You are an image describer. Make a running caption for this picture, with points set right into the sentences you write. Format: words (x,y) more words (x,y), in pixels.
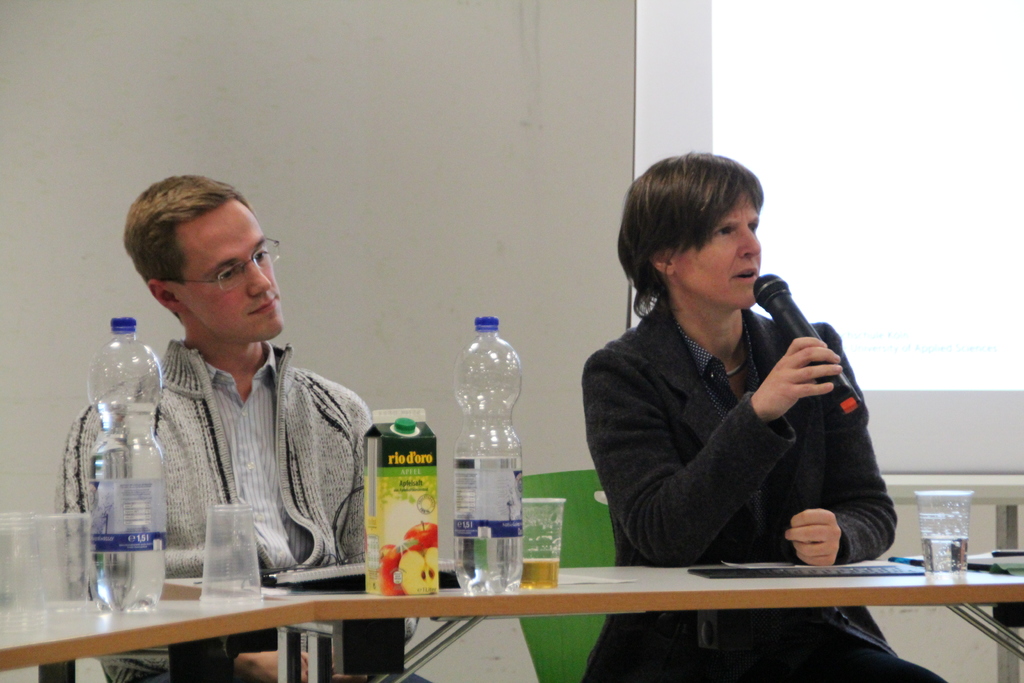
This picture is clicked inside the room (455,114). In the right corner of this picture (794,428), we see women (819,561) wearing black jacket (710,415) is holding microphone (853,394) in her hands (773,389) and talking on it. To the left corner of this picture (231,375), we see a man (256,441) in white shirt (266,452) wearing white jacket (334,459) is sitting on the chair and he is also wearing spectacles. In front of them, we see a table (600,590) on which glass (926,562), bottle (519,541), fruit juice (419,523) is placed on it. Behind them, we see a wall (412,212) which is white in color and beside that we see a projection screen (831,85).
